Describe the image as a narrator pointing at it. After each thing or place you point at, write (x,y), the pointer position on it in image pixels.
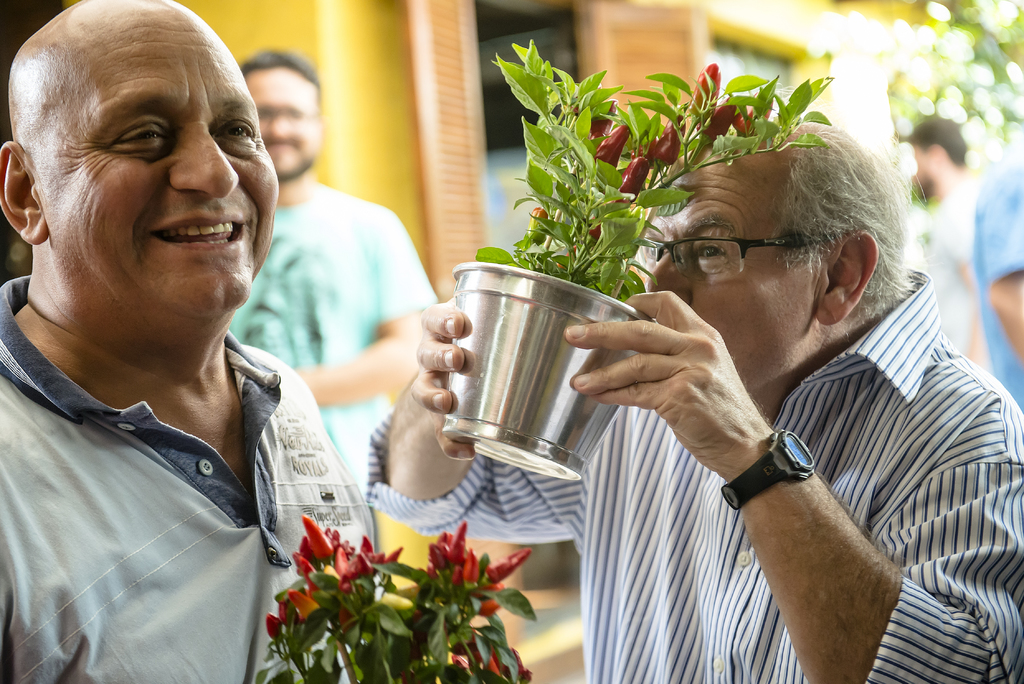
In this image I can see number of people (657,395) and in the front (673,396), I can see one man (615,329) is holding a plant (584,238). I can see this plant (607,252) is in a steel flower pot (544,350). On the bottom left side of the image (310,562) I can see one more plant (416,582). In the background (542,35) I can see a building (639,61), few trees (913,75) and I can also see this image is little bit blurry.
